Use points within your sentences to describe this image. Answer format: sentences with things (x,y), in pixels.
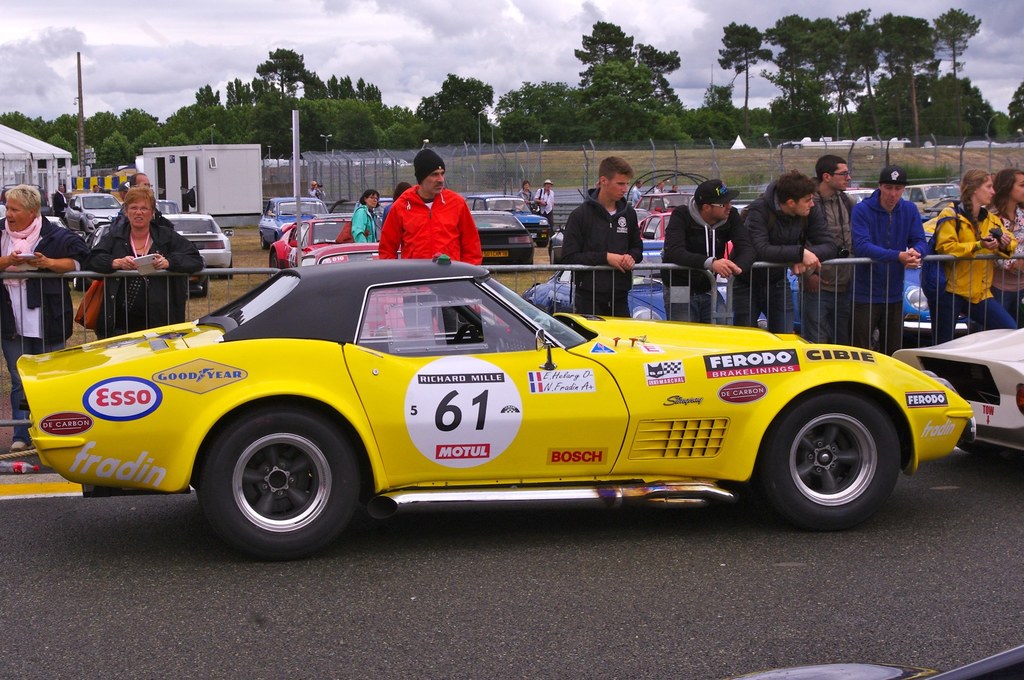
In the image there are two cars (834,367) on the road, behind the cars (584,407) there is a fencing (982,257) and there are many people (100,326) standing behind the fencing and there are plenty of cars (210,236) kept in the ground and there is a fencing (276,174) around the ground (733,177), in the background (604,123) there are a lot of trees (585,64).
